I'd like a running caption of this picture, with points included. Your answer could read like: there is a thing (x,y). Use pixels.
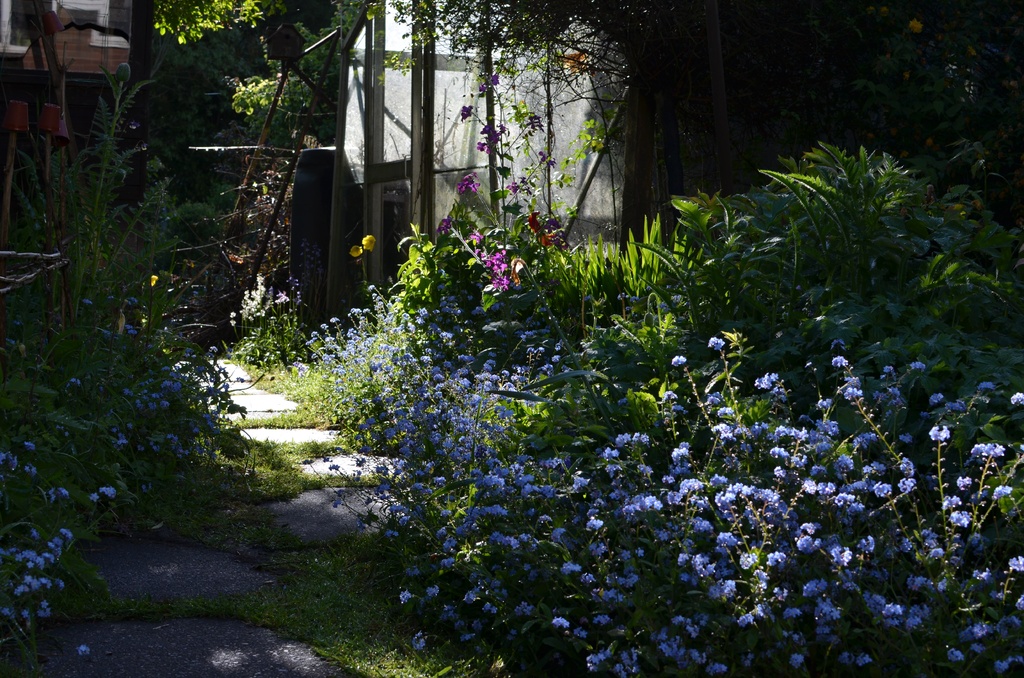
In this image I can see number of flowers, grass (358,651), plants (435,249) and trees (302,92). I can also see few poles (277,211) in the background (372,92).
